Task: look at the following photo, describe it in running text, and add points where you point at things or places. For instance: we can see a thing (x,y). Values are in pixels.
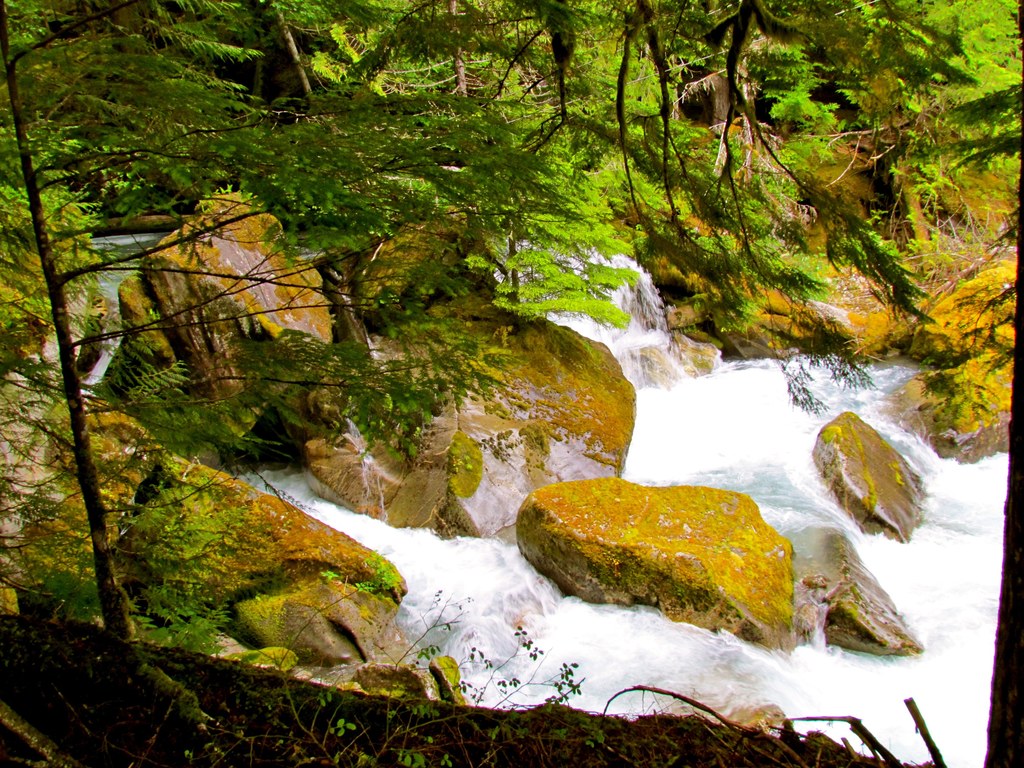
In this image at the bottom (422,546) there is a waterfall (963,580) and some rocks (126,427), and in the foreground (322,361) and background there are some trees (532,310).
